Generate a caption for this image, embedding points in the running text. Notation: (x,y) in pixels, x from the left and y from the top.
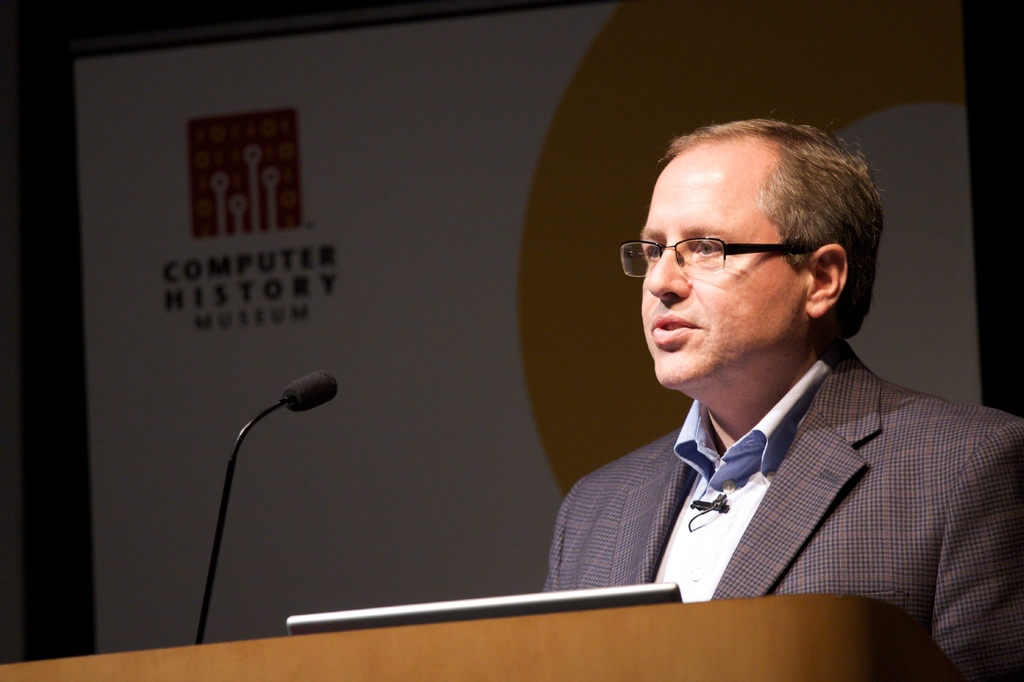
In this picture there is a man (735,355) who is standing on the right side of the image (861,504) and there is a desk (219,660) and a mic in front of him, there is a projector screen (303,226) in the background area of the image (249,199).
